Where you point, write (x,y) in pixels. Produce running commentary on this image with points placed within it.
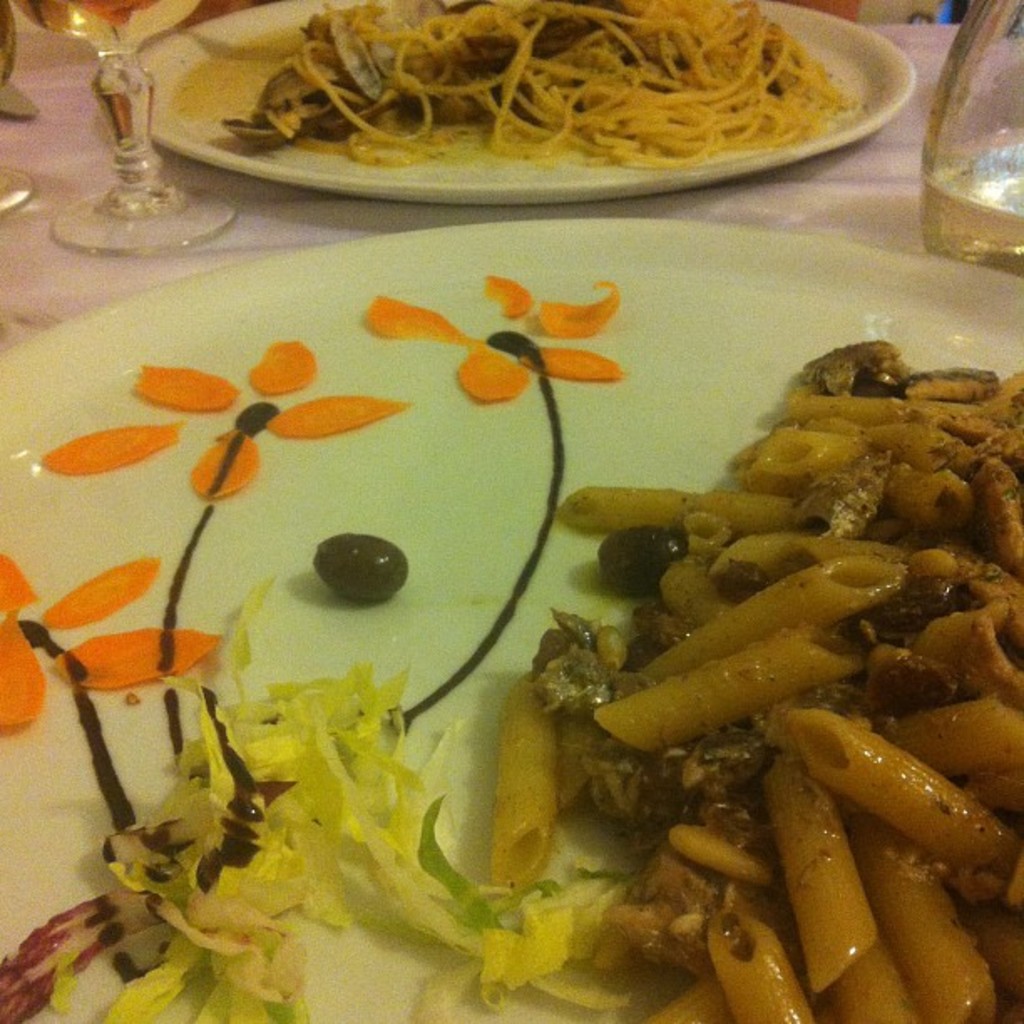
In this picture, we see a table (196,265) which is covered with a white sheet (810,204). We see a plate (560,399) containing pasta (851,864), a plate (513,86) containing noodles (650,155) and a glass (176,6) containing liquid (55,8) are placed on the table (877,167).
